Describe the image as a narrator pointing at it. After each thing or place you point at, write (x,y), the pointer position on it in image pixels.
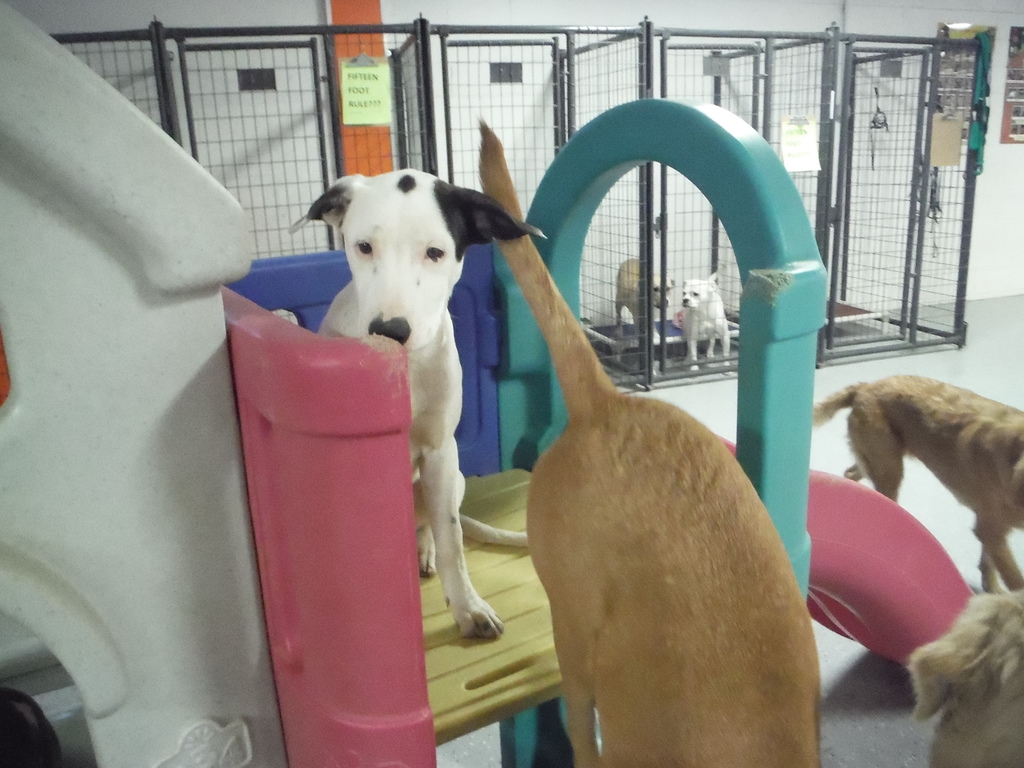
There is a slide (385,361). On that there is a white dog (414,393). Near to the slides (907,577) there are dogs (935,432). In the background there are dogs (625,266) in the cages (305,85). Also there is a wall (871,27).
